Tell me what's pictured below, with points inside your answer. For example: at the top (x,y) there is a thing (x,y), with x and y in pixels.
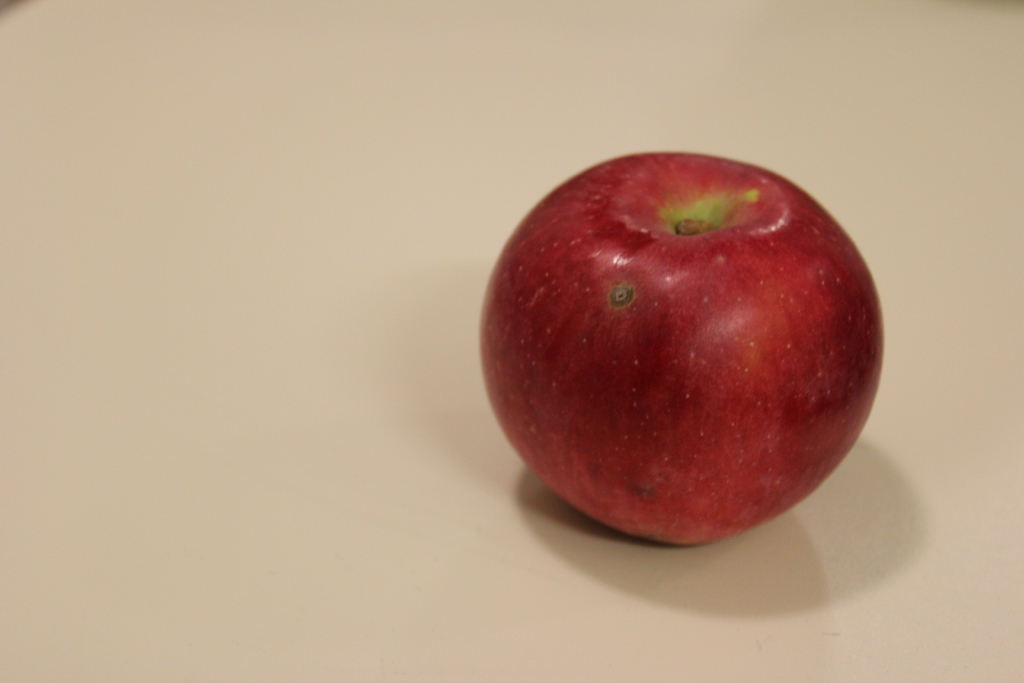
In this picture, we see an apple (745,249). It might be placed on the table (480,462). In the background (394,283), it is white in color.
